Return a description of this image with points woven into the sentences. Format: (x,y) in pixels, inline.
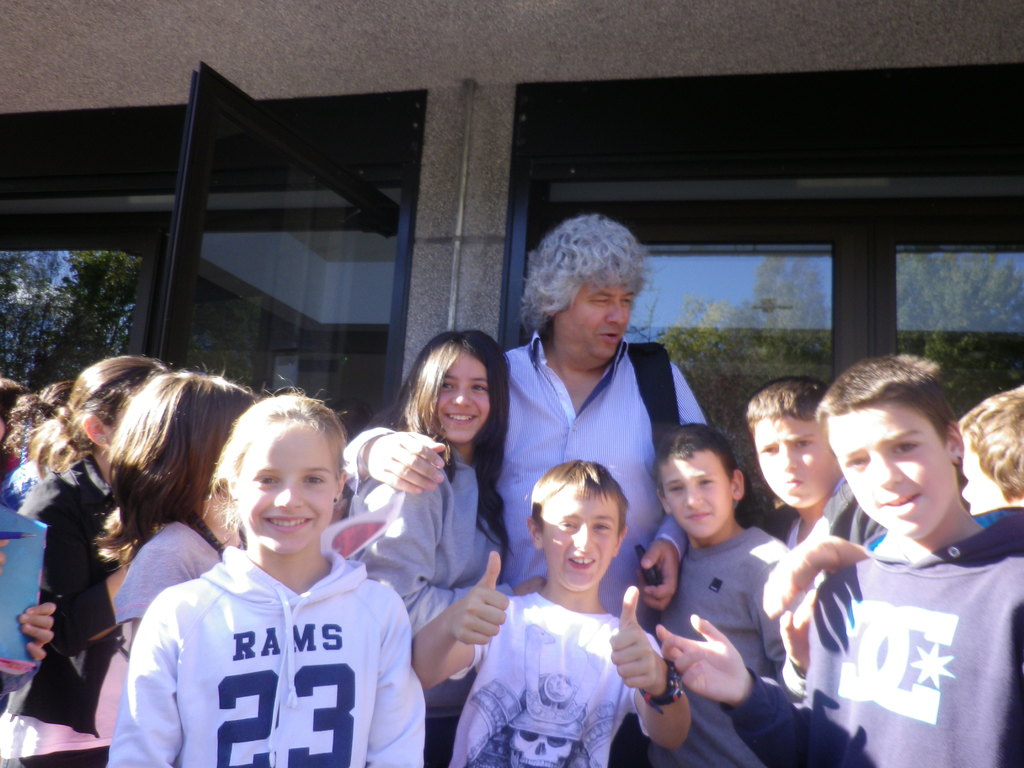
In this image I can see the group of people (520,622). In the background (385,279) I can see the glass doors (293,283) and I can see the reflection (701,338) of trees (708,324) and the sky (694,290) in the glass (700,302).
